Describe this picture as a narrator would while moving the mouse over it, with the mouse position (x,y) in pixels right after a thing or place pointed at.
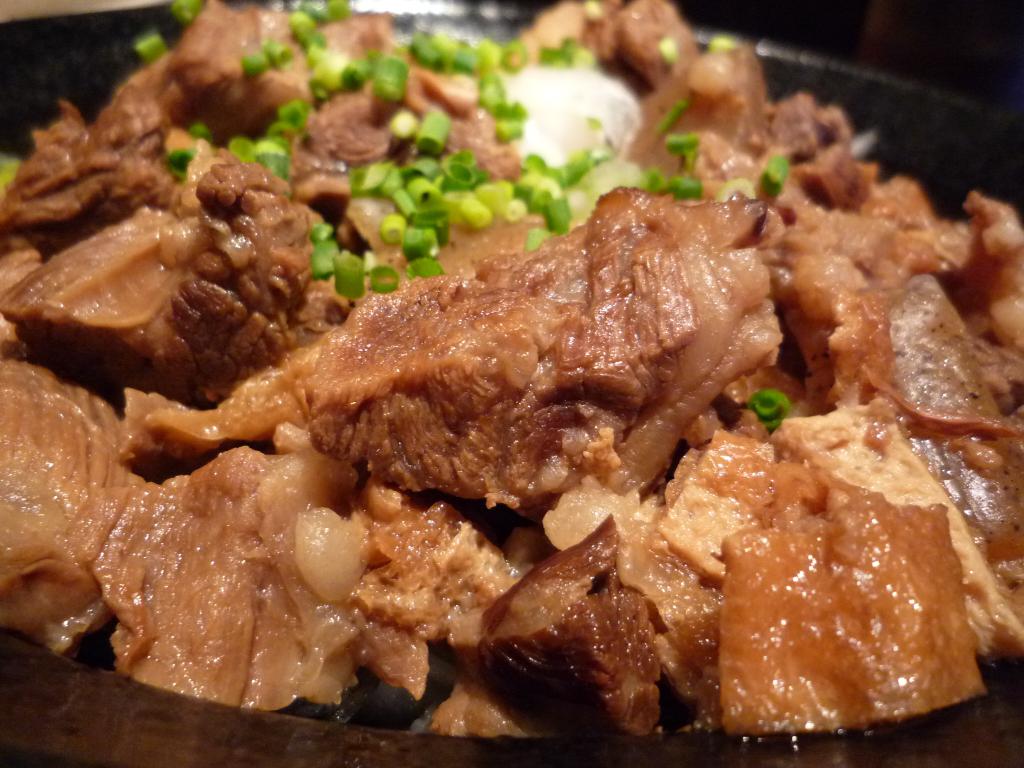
In this image, I can see a food item (301,576), which is made of meat (529,344), spring onions (425,174) and few other ingredients (899,335). This looks like a bowl (929,135).
